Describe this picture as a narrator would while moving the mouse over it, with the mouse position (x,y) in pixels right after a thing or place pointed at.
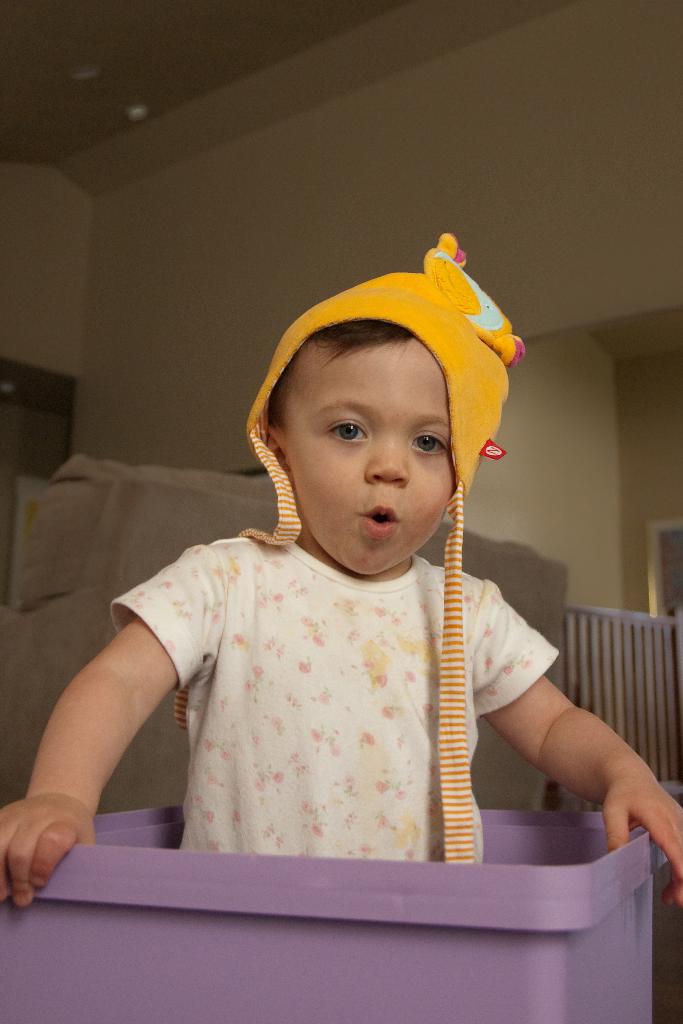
a boy (343,679) he is inside an object (291,953) and in the background (347,251) there is a wall (550,272).
